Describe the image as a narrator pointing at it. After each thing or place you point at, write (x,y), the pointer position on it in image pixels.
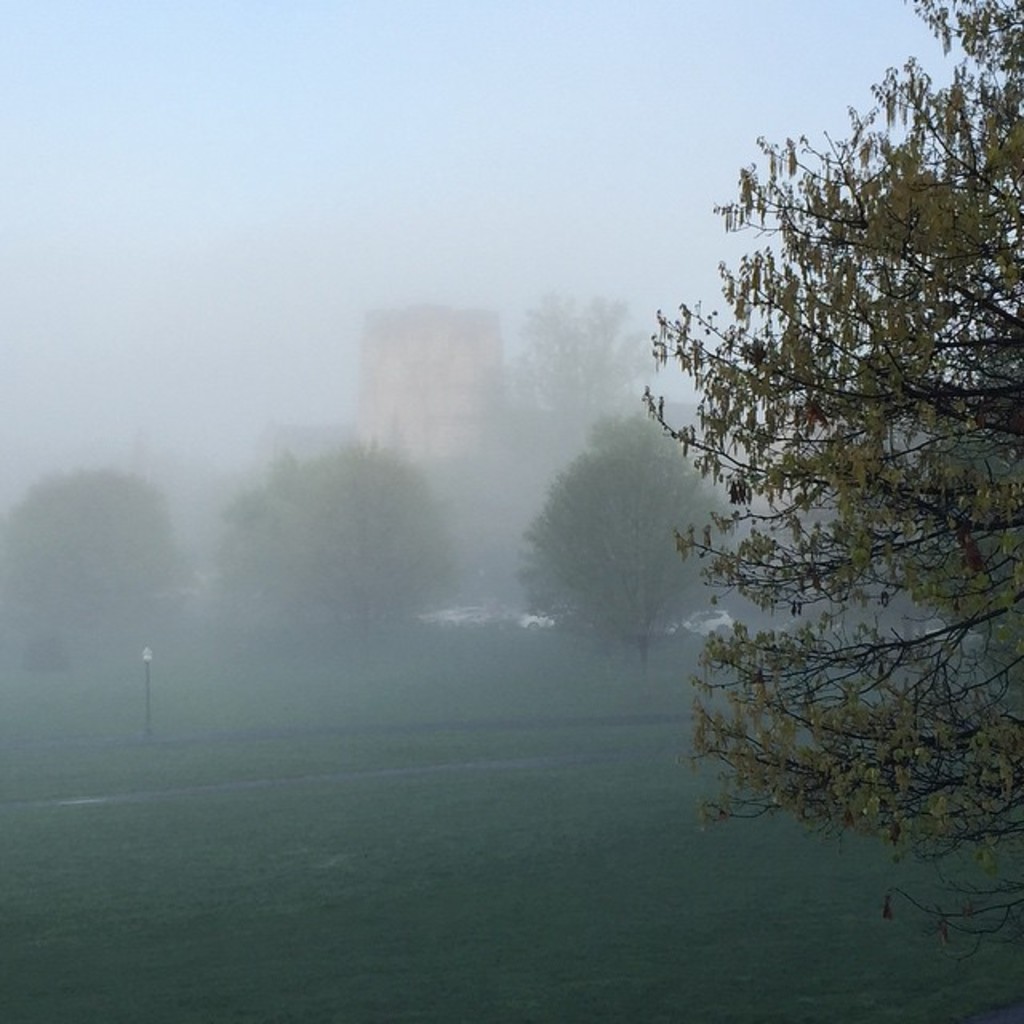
At the bottom of this image (261,861), there is grass (688,814) on the ground (731,892). On the right side (1002,437), there are branches (795,505) of a tree (999,150) having leaves (895,480). In the background (709,555), there are trees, a building (404,349), vehicles (720,621), smoke (274,420) and there are clouds (281,80) in the sky (313,169).
